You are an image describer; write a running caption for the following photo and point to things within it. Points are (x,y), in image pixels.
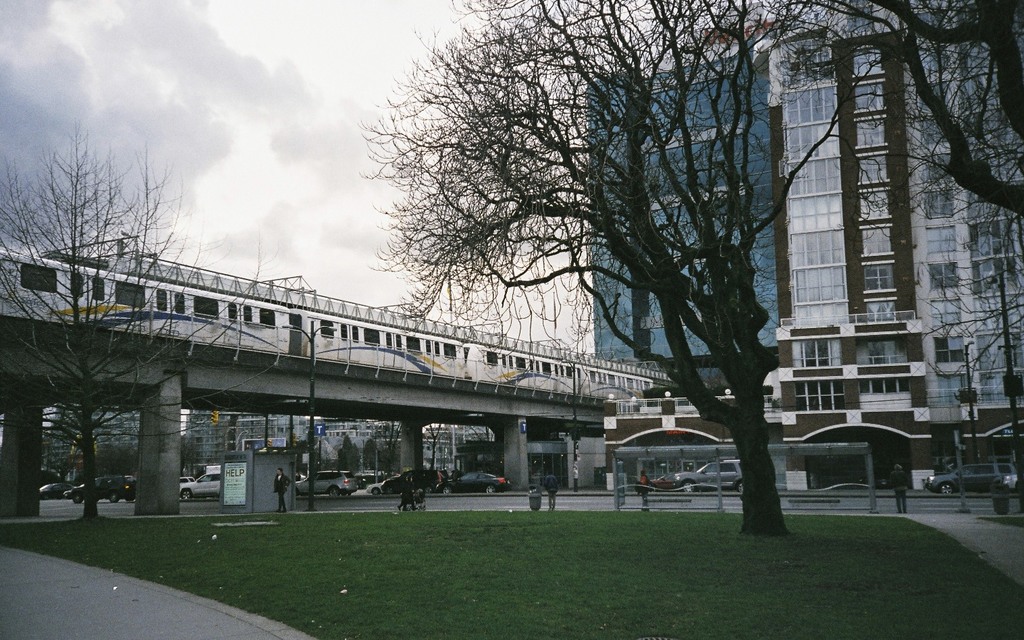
In the foreground of the picture (461,548) there is grass (625,599). In the center of the picture (514,419) there are trees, people (286,484), street lights (314,399), poles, bridge (170,490), train (214,330), cars (101,490) and other objects (682,489). In the background (714,223) there are buildings (240,432). Sky (292,231) is cloudy.
